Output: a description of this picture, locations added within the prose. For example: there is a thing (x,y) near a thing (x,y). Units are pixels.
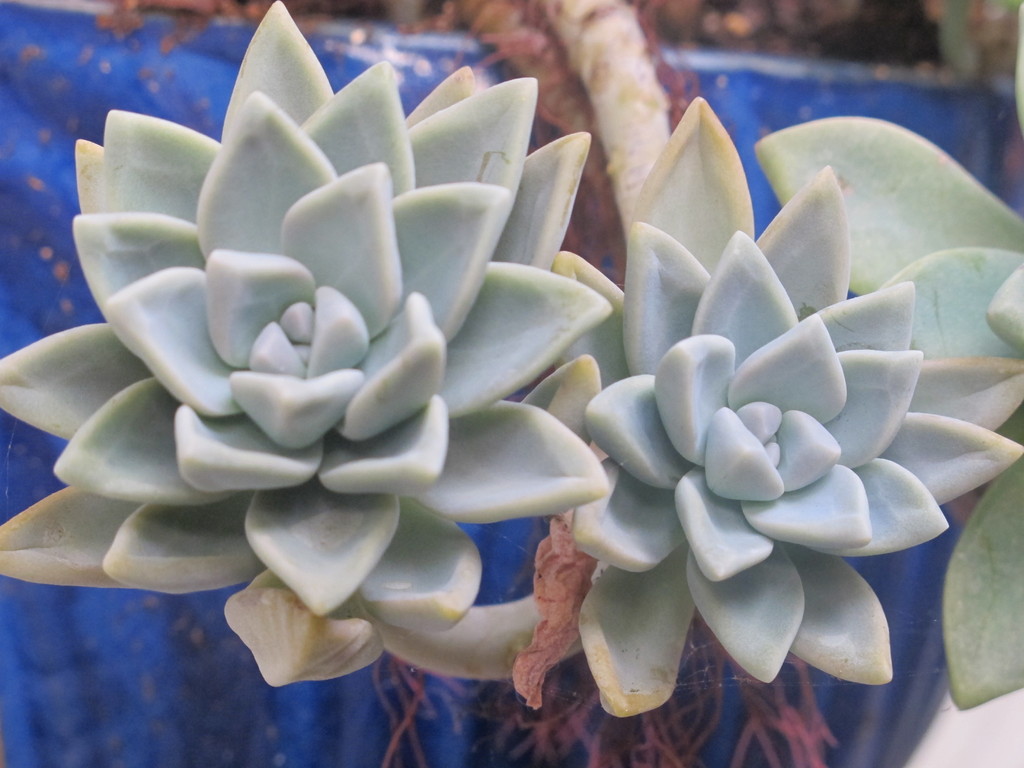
In this image I can see few plants (483,355) which are blue and green in color in a pot (33,130). I can see the blue colored background (14,109).
